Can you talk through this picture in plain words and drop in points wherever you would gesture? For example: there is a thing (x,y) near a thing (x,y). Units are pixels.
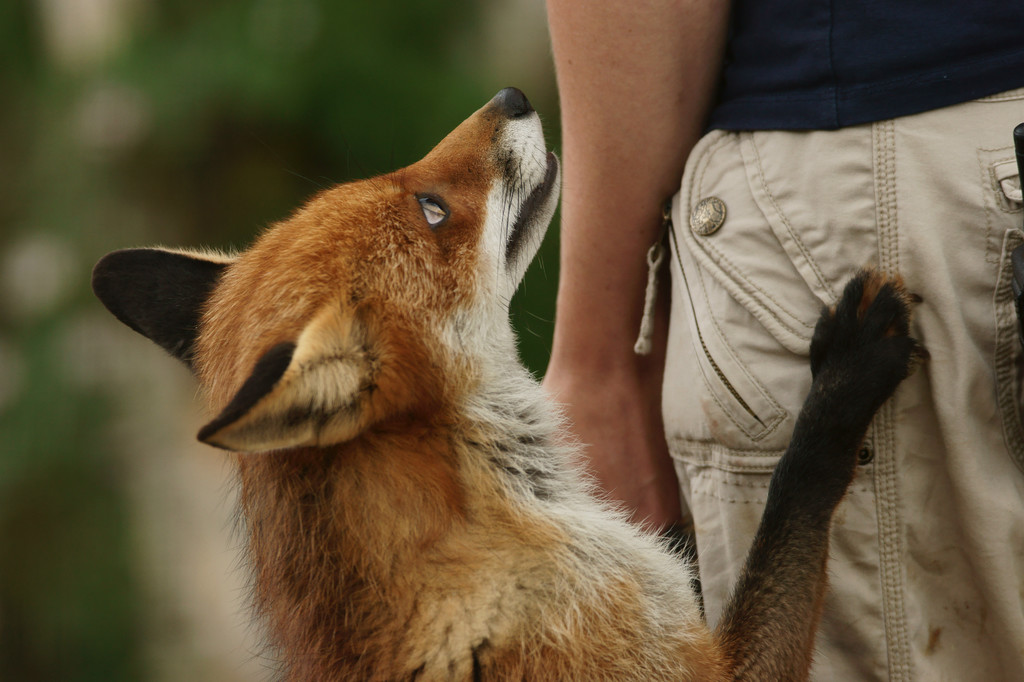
In this picture there is a man (708,290) on the right side of the image (692,219) and there is a fox (453,350) in the center of the image (364,274).
